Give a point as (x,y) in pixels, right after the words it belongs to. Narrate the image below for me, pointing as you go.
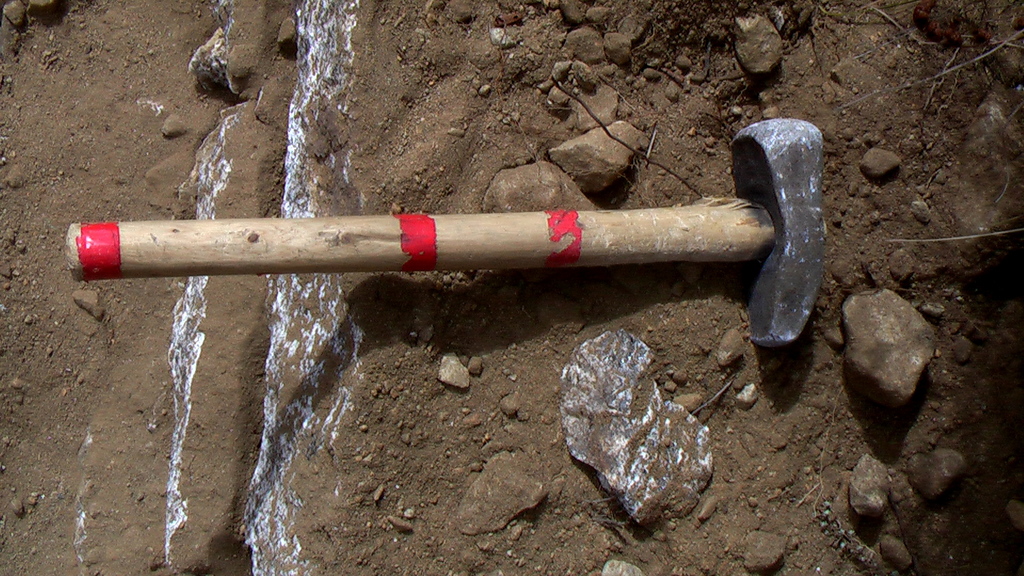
In this picture we can observe a hammer (631,238). There are some stones (558,171) on the ground (551,138). We can observe small stones (454,378) here.
